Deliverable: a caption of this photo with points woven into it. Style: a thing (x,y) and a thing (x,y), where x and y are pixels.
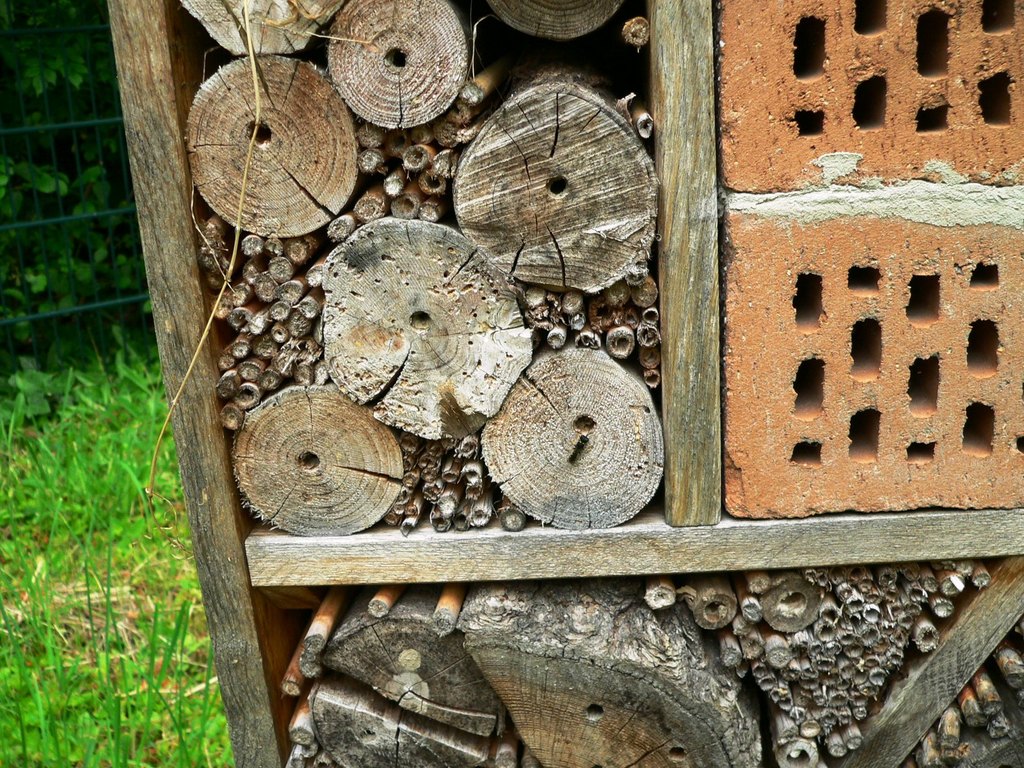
In this image, we can see wood logs (537,246) and stones (825,433) in the rack (476,577). In the background (63,178), there are trees (77,223) and we can see a fence (99,302).
